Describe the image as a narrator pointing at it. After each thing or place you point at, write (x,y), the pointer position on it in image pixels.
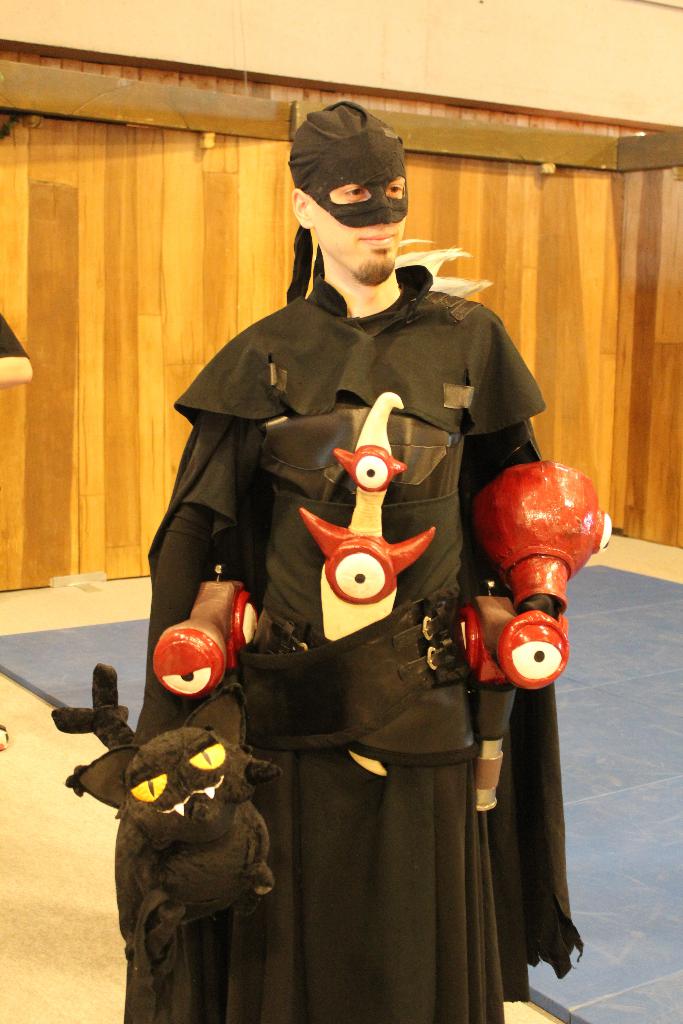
In the image we can see a person (358,635) wearing the costume (324,624) and holding a toy (206,795) in hand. Here we can see the floor (57,848) and the wooden wall (153,294).
